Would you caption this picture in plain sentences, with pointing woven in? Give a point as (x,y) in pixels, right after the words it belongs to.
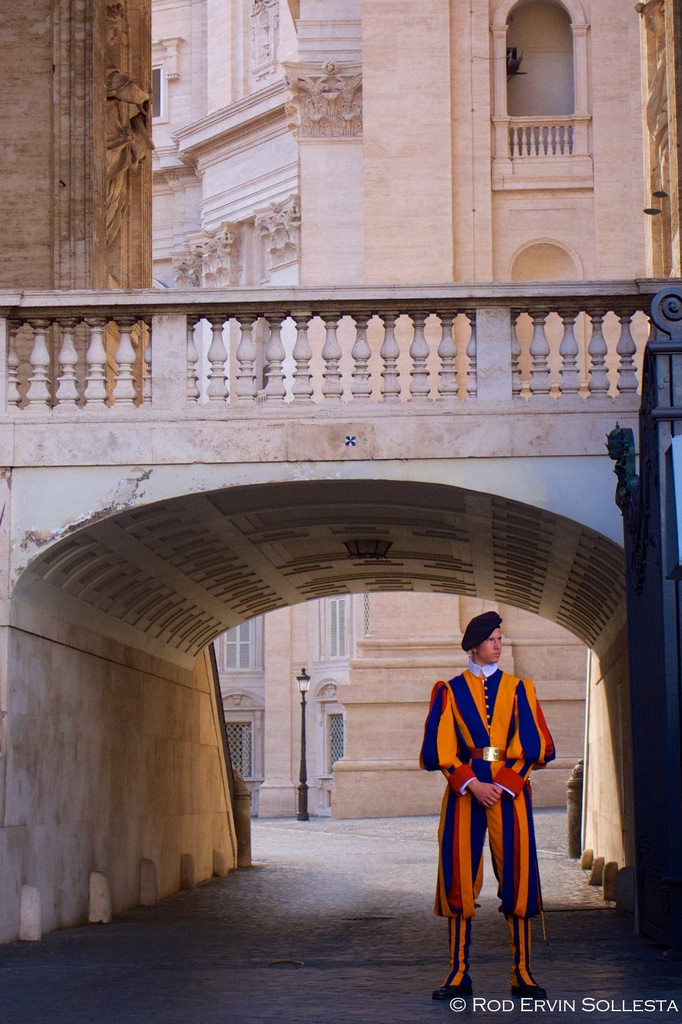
In this image we can see a man (509,874) standing on the road (434,947). In the background (132,42) we can see the building (202,140), bridge (52,514) with railing (535,310) and we can also see the light pole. In the bottom right corner (511,1000) we can see the text (636,1002).
